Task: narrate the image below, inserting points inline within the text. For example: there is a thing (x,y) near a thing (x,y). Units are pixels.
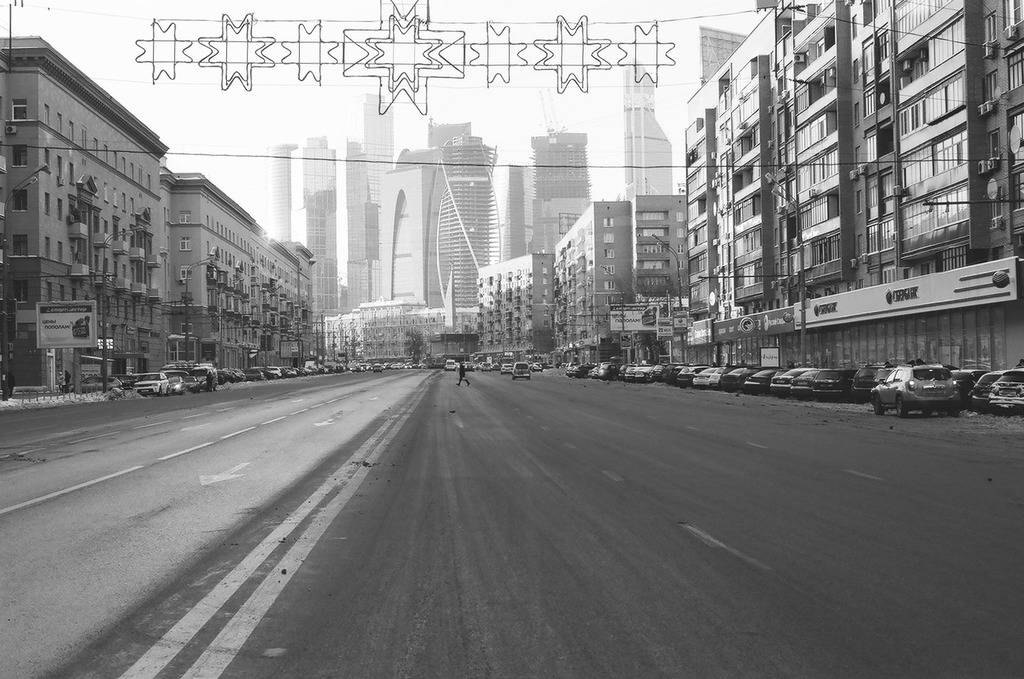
This picture is clicked outside. In the foreground (420,552) we can see the road (735,483) and the vehicles (1009,399) seems to be parked on the road (503,389) and there is a person (465,372) walking on the ground (673,459). In the background (570,181) we can see the cables (566,166), sky (226,119) buildings (941,157) and skyscrapers (535,155).
